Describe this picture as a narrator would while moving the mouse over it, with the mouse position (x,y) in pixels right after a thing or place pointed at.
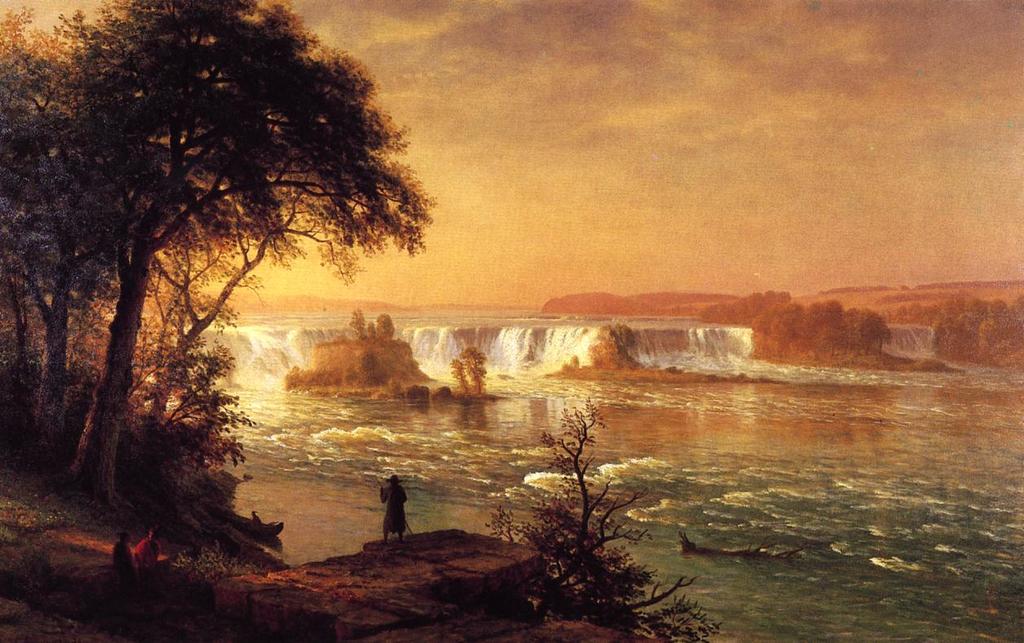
In this picture there are people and we can see trees (203,432), water (339,516) and plants (632,540). In the background of the image (603,174) we can see the sky (593,191) with clouds (597,115).
